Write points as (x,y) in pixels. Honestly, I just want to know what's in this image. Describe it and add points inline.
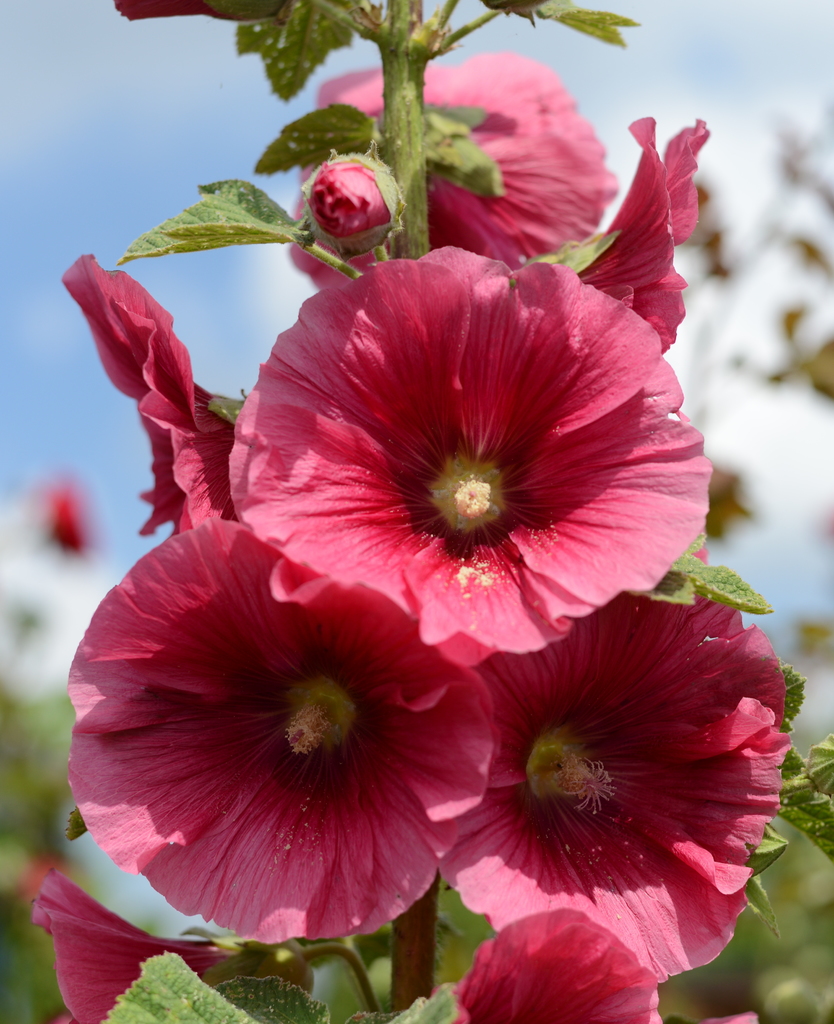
In this picture we can see few flowers (492,780) and plants (796,952).
